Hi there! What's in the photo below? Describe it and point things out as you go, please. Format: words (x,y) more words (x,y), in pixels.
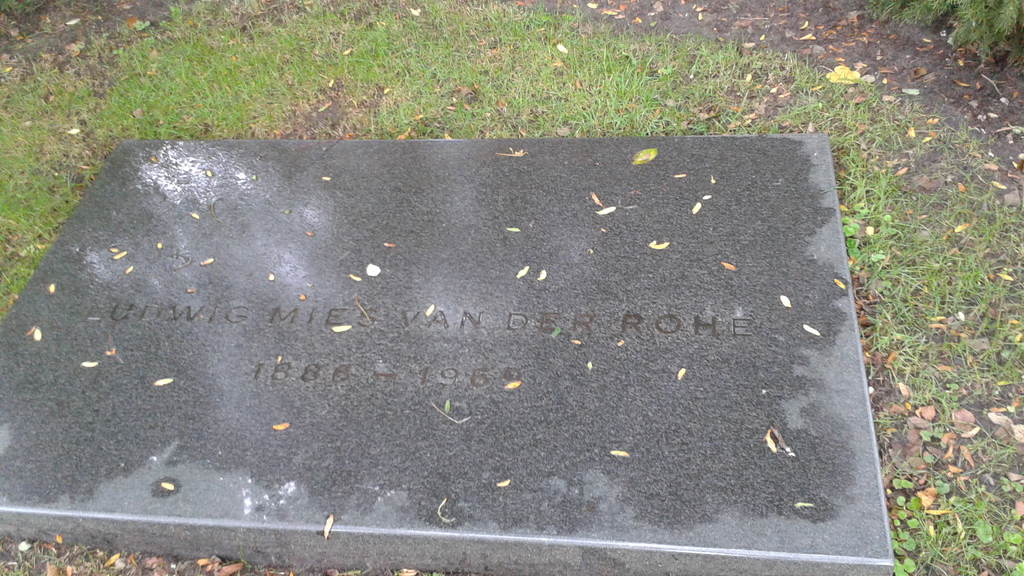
In this picture we can see dry leaves (857,103), grass (154,105) and a gravestone (367,327). At the bottom (48,556) we can see soil (46,556). At the top (92,54) there is soil (867,55).
